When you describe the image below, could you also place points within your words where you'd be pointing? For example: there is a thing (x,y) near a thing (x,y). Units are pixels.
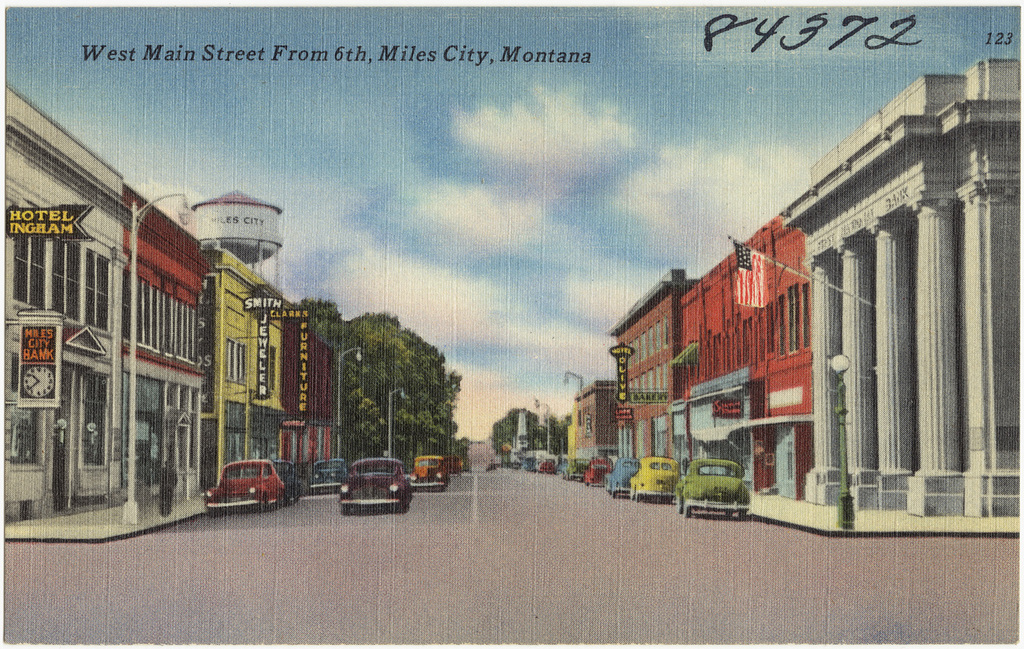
In the image I can see a poster (507,426) in which there are some buildings (53,505), houses (12,300) to which there are some boards (208,334) and also I can see some cars (424,468), trees (391,373) and some poles (357,355).
